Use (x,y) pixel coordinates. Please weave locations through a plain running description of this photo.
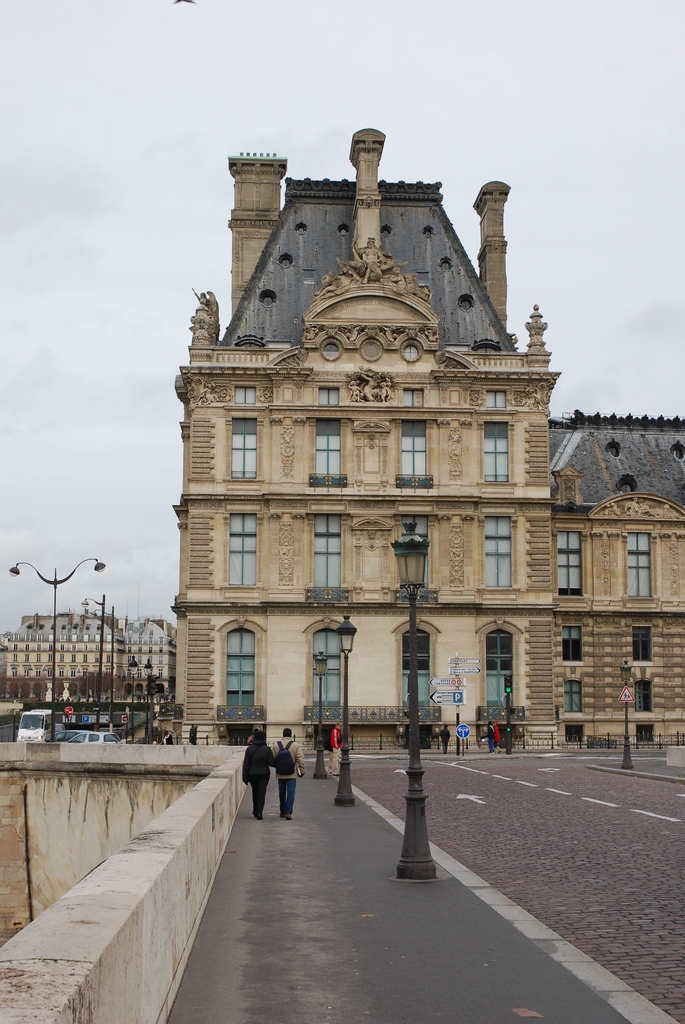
This picture shows buildings (134,627) and we see vehicles (42,732) and few pole lights (134,660) & sign boards (463,733) and we see people (492,729) walking on the sidewalk (294,1008) and few are standing and we see a man (279,751) wore backpack (279,751) on his back (296,746) and we see a cloudy Sky (602,125).
